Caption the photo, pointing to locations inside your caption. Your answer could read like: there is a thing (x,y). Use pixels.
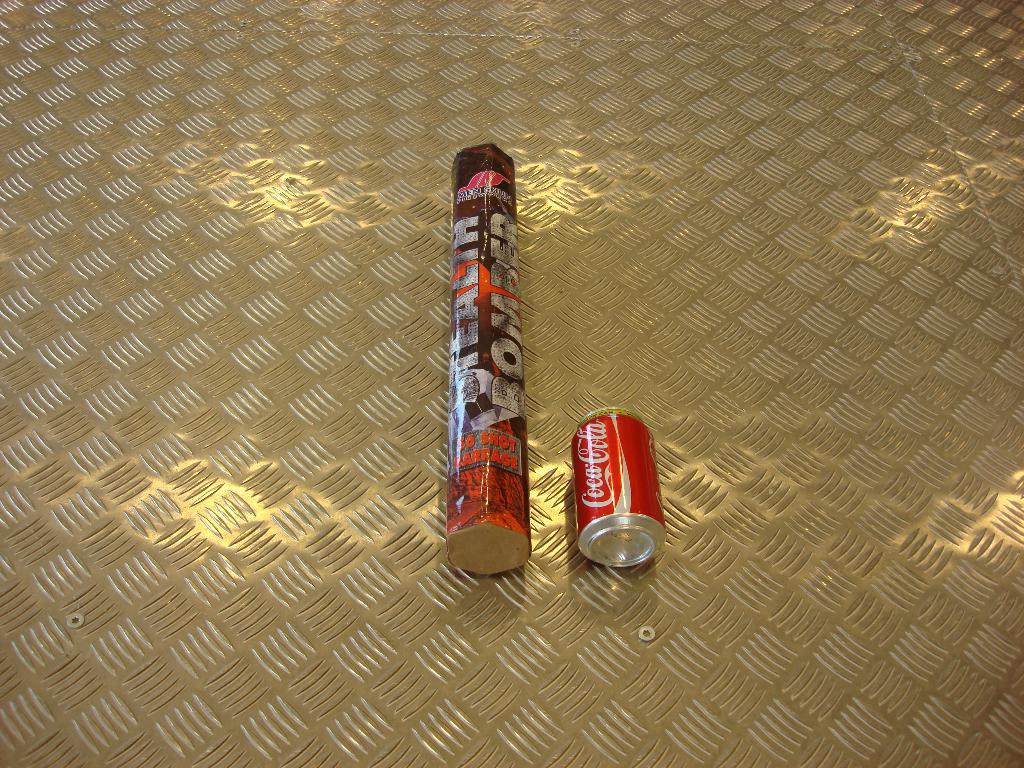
There is a coca cola tin (611,474) and an object (485,459) beside it both of them are placed on the floor (542,127).
